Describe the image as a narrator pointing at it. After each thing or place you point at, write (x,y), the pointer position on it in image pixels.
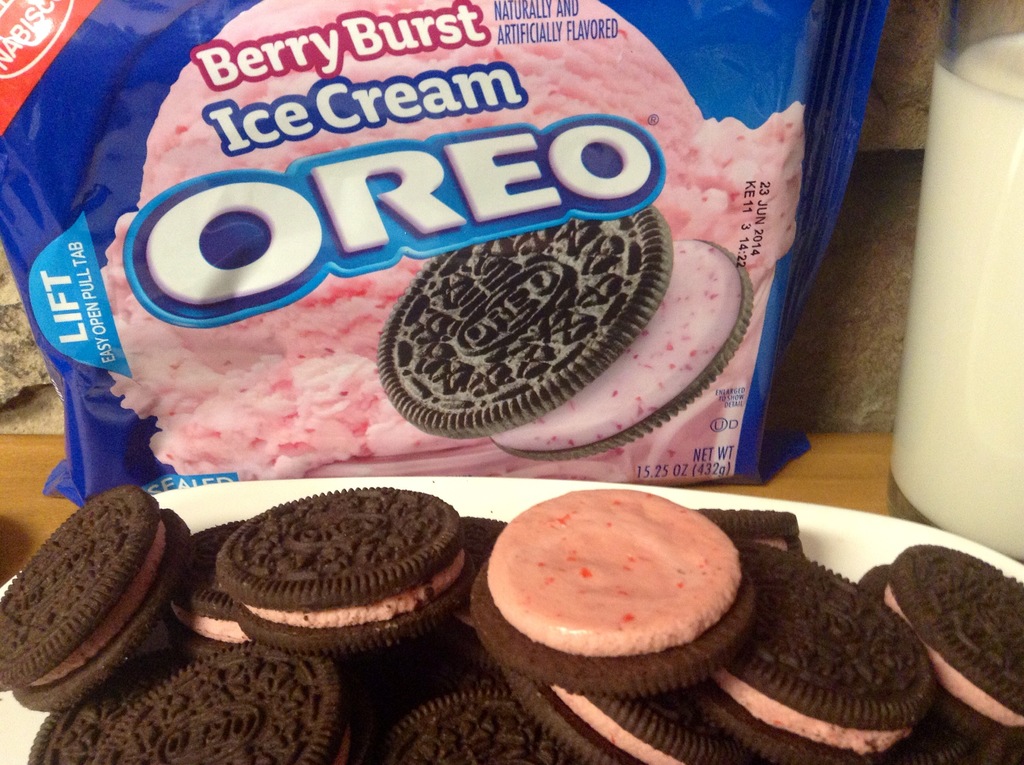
As we can see in the image there is a table (884,433). On table (3,466) there is a glass (1003,395) and plate (626,487). In plate (620,487) there are biscuits (391,587).
